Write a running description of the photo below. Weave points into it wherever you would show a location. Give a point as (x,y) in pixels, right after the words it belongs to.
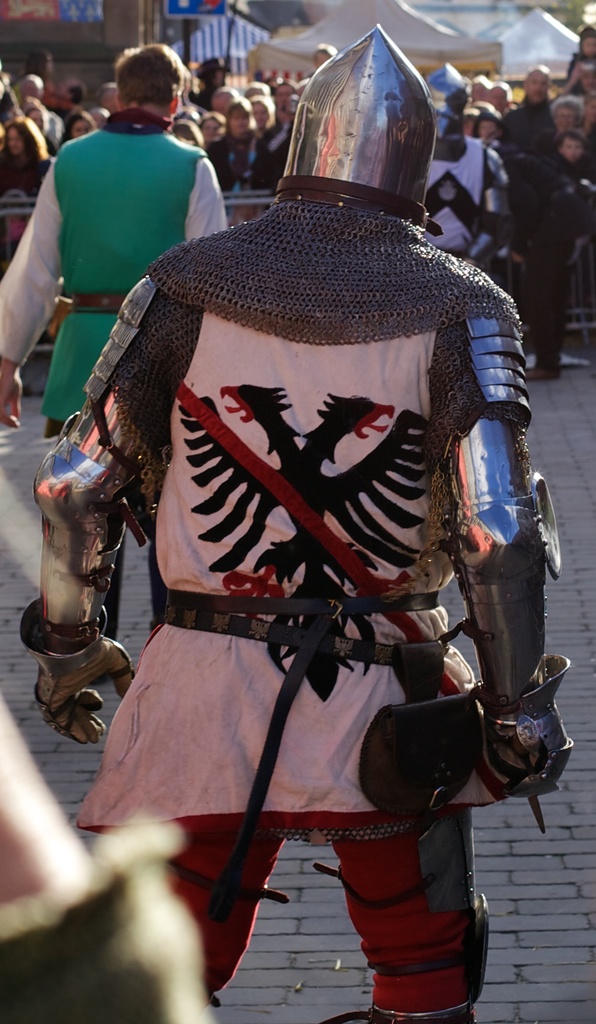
In the center of the image (227,356) we can see persons (177,405) on the ground (295,973). In the background (259,23) we can see persons (51,165), tents (194,41) and building (72,43).
